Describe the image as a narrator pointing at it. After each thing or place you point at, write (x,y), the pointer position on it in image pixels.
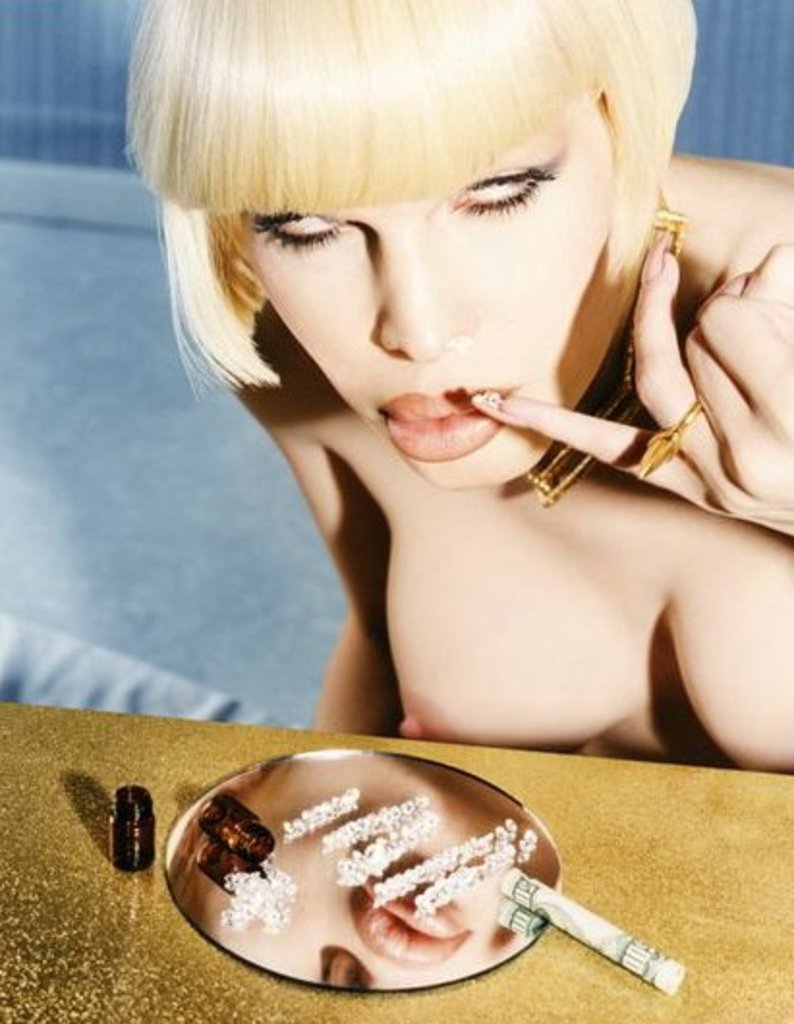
In this image there is women (444,596). In front of her there is a table (87,962) and on top of it there is a mirror (297,805) and some other object (268,915).
